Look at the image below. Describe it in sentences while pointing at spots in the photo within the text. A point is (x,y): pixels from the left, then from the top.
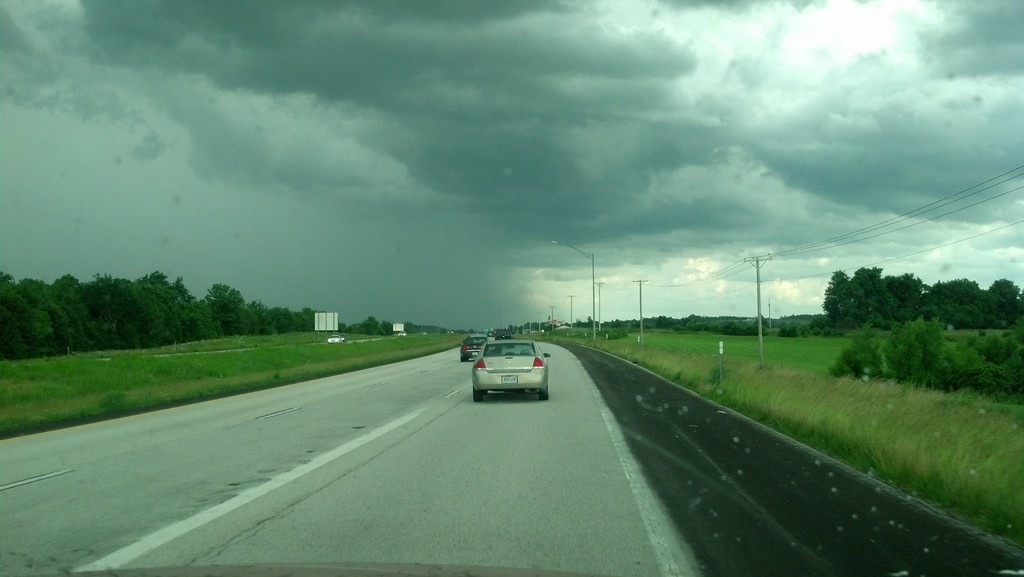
In this picture I can see the road (336,415) in front (326,401) on which there are cars (467,339) and I see the grass (154,350), trees (279,330) and the plants (867,330) on both the sides and on the right side of this image (759,278) I see the poles (641,293) and wires (896,222). In the background (382,183) I see the sky (487,137) which is cloudy.
